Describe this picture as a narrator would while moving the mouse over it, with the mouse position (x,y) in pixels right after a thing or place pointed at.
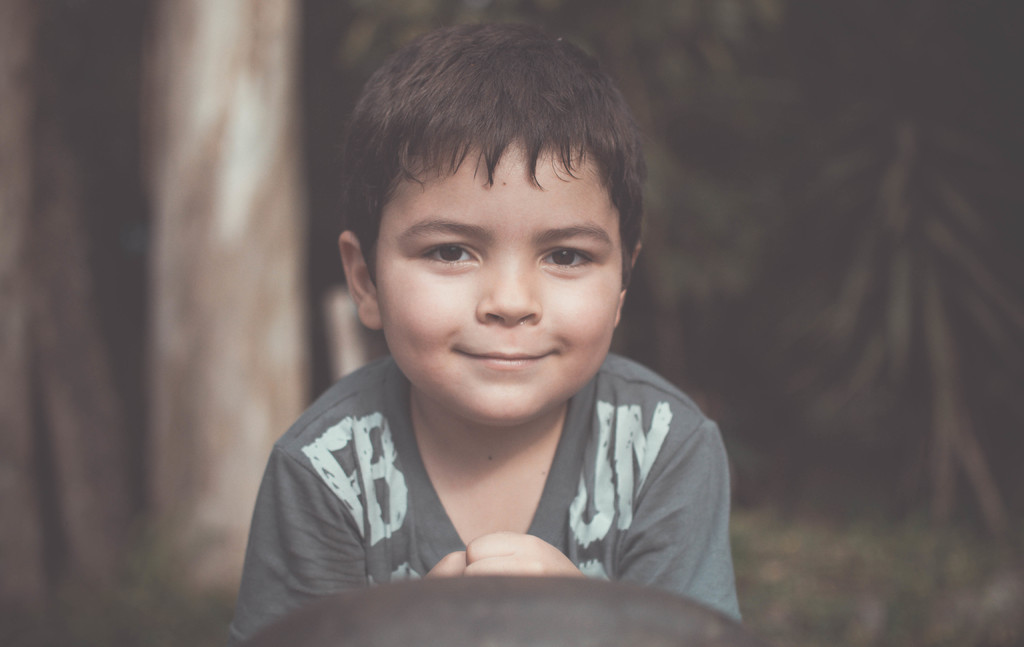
In front of the picture, we see a boy (607,477) in grey T-shirt (636,477) is smiling. Behind him, it is in black and brown color. It is blurred in the background (139,445).
